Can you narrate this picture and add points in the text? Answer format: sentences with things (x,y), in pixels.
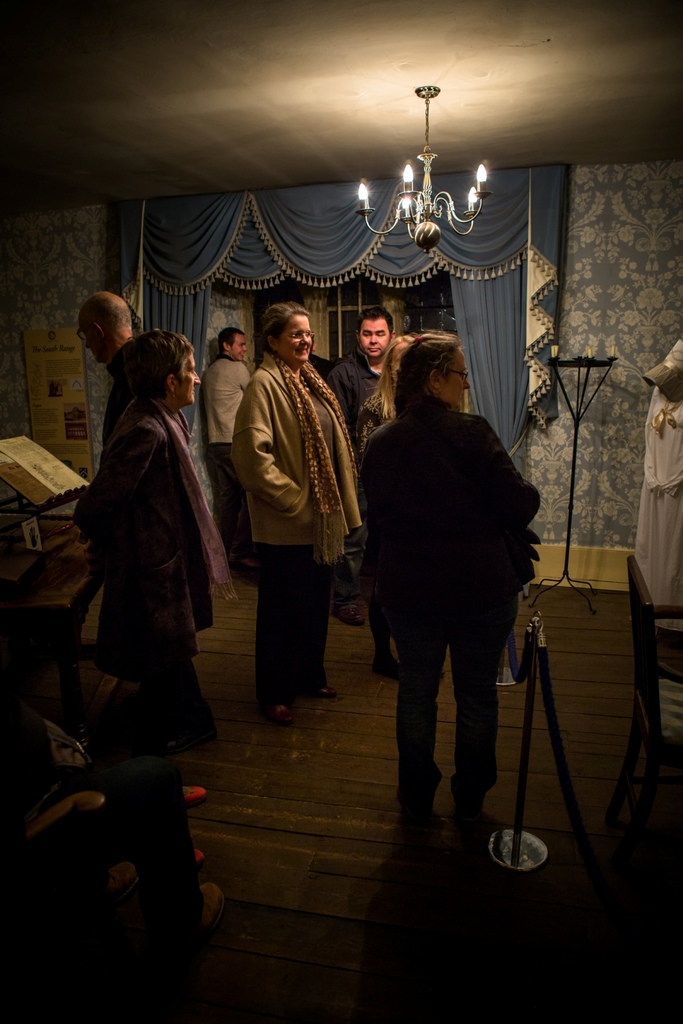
In the picture I can see these people (527,567) are standing on the wooden floor (669,839). On the right side of the image (673,489) I can see chair (649,707), stand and some object (668,378). On the left side (67,797) I can see some more objects (14,555). In the background (148,305), we can see curtains (368,266) and chandelier (423,102) fixed to the ceiling (159,175).
